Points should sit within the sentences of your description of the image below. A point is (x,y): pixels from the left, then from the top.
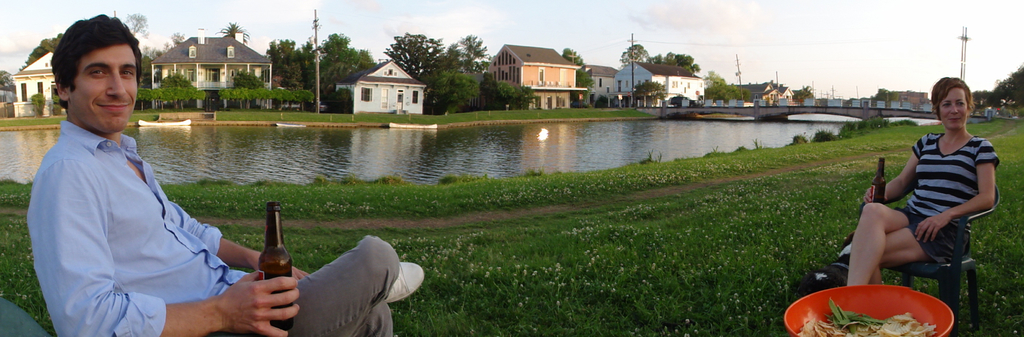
This picture is taken outside. There are two persons (967,156), one woman (992,168) in the right side (895,209), holding a bottle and another man (101,318), he is in left side (163,221) and he is also holding a bottle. Between them there is a grass (587,297). In the center (395,141) there is a lake (317,148). In the top (379,73) there are buildings (229,72), trees (413,59) and light sky (587,32).
